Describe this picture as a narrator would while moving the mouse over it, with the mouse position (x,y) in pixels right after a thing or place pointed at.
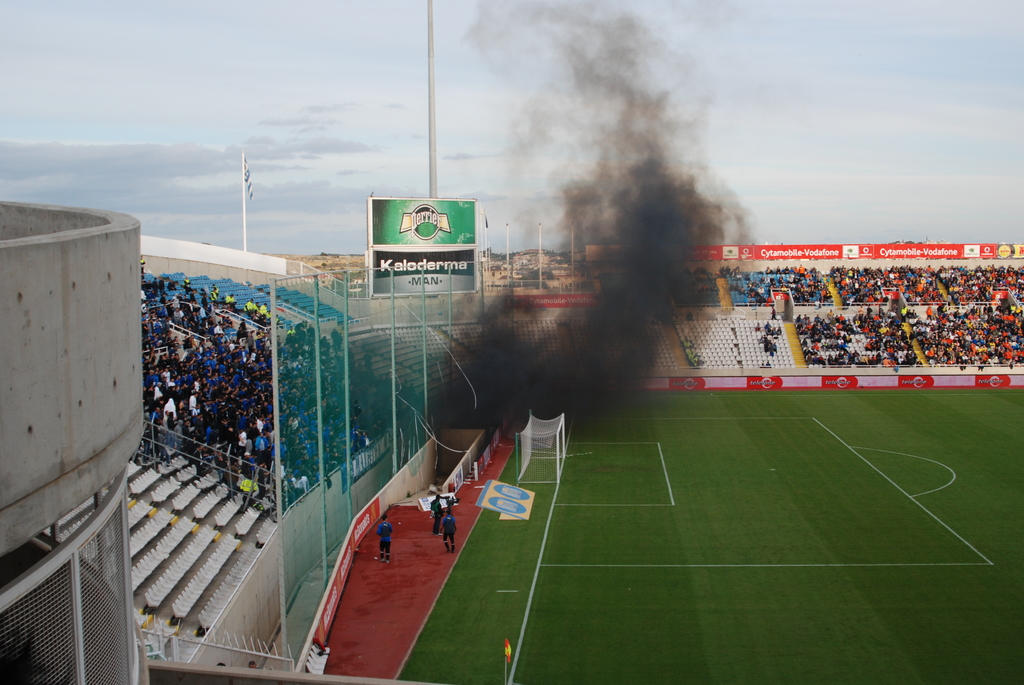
In the image there is a football ground (603,463) and many people (295,441) sitting on chairs (240,577) around it, there is a fence (306,493) in the front of the chairs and smoke (510,418) releasing in the middle (605,343) and above its sky (463,169) with clouds (202,153).
